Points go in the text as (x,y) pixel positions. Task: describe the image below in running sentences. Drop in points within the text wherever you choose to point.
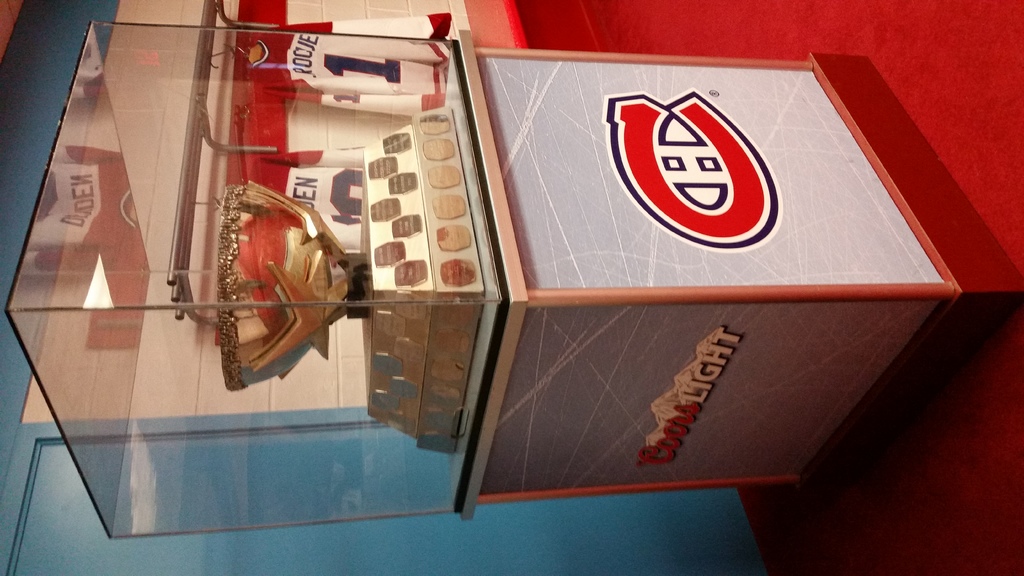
In this picture we can see a cup (398,182) in a glass (203,240). There is a red carpet (788,41) on the path (788,41). A wall (283,138) is visible in the background (275,120).
